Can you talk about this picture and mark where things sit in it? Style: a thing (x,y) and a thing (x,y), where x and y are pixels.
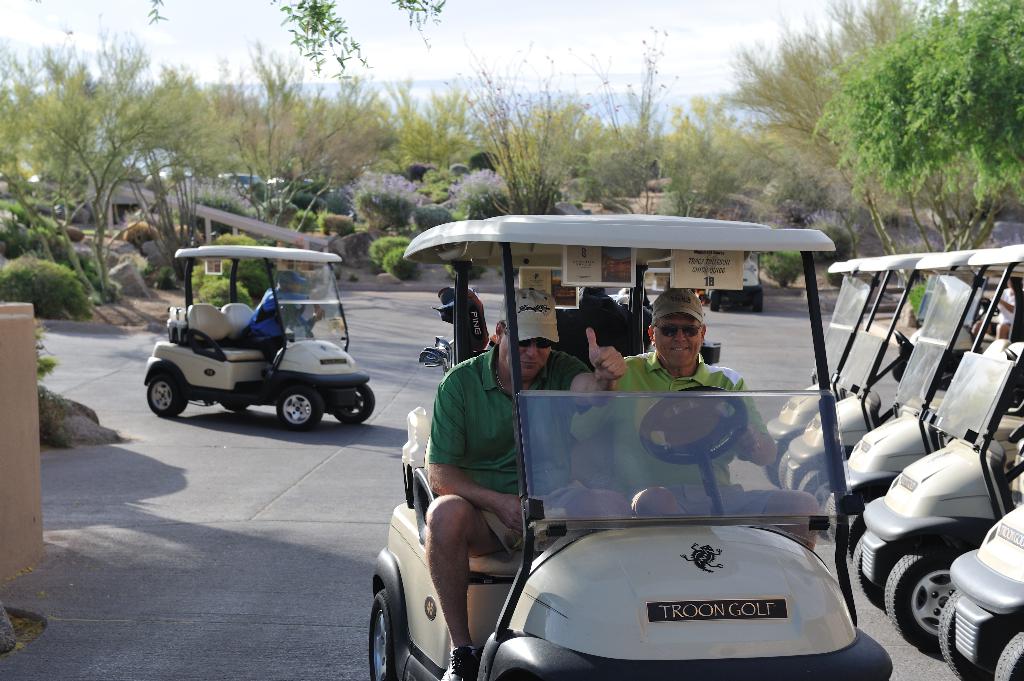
In this picture there are two men (554,378) sitting in a vehicle (712,600) There are few vehicles (990,424). There is a tree (250,140).
